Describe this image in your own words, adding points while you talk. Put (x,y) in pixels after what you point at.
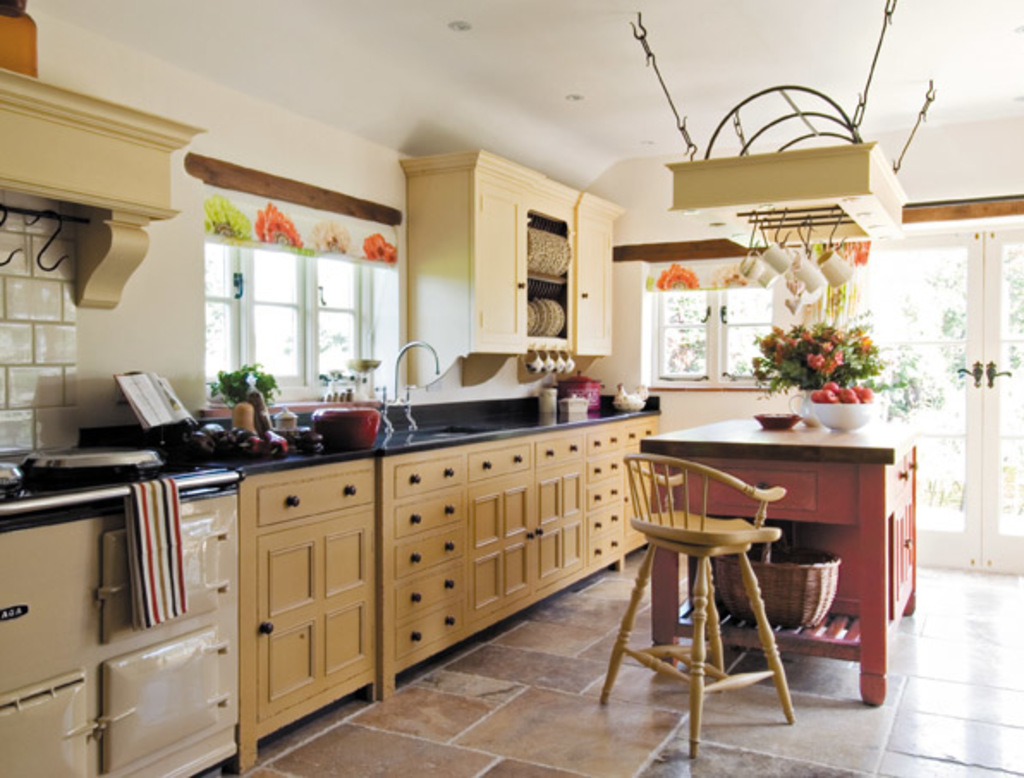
Picture inside of a kitchen (73,492). This is a furniture (371,533), above this furniture (353,495) there is a container (368,432), sink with taps (407,411), box (566,403) and things (252,446). This is cupboard (490,329), in this cupboard (594,262) there are plates (548,317) and cups (569,363). On this table (828,440) there is a bowl (834,410), flowers (802,371), fruits (818,397) and plate (784,424). Under the table (793,467) there is a basket (795,570). This is chair (753,531). This is door (999,408) with handle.
